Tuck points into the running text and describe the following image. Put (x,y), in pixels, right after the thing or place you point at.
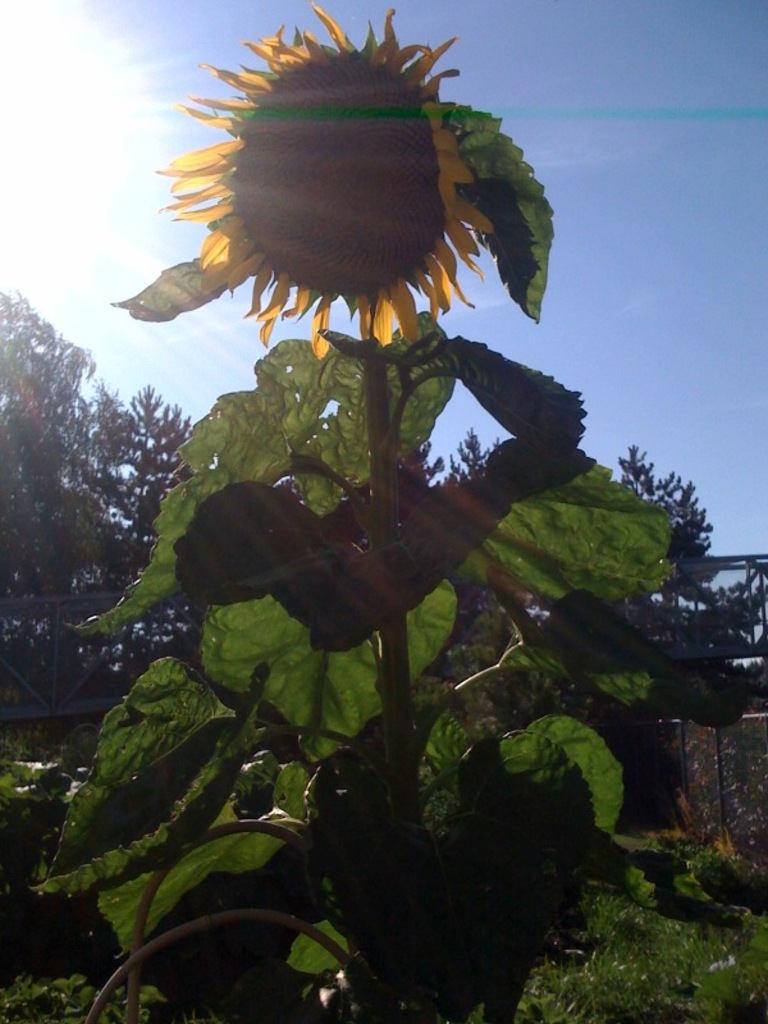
In this picture I can see a plant (644,510) with a flower (336,39), there are trees (2,447), and in the background (589,180) there is the sky (669,291).
